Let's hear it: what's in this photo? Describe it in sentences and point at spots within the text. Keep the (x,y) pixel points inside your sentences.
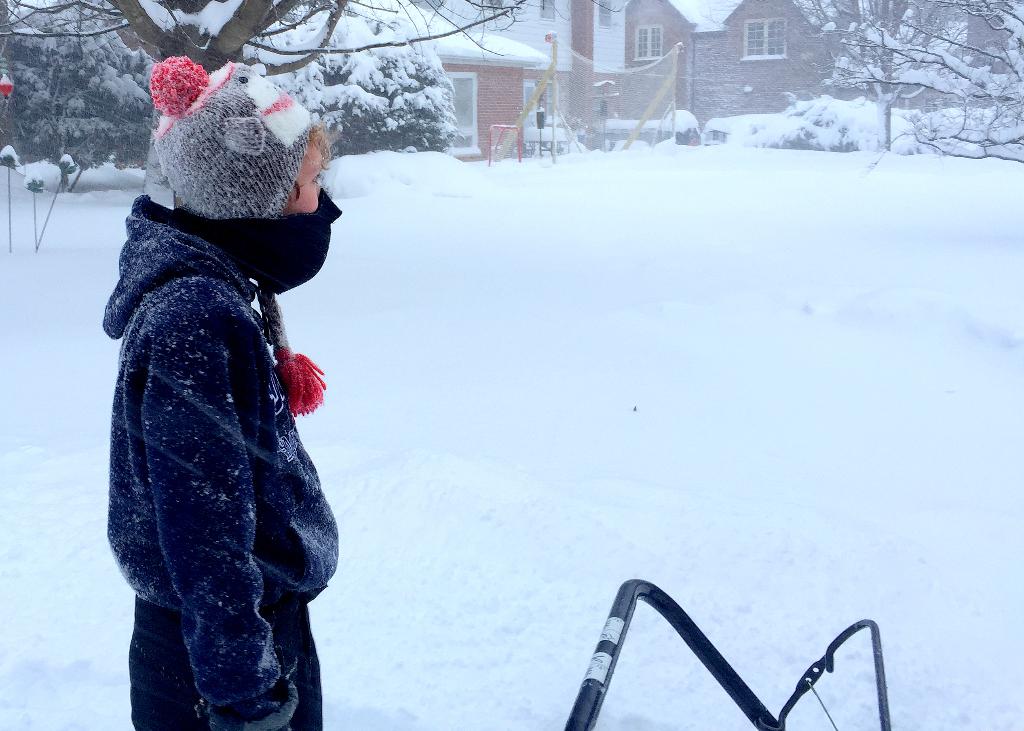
In this image I can see the person (238,413) standing and the person (212,457) is wearing blue color dress (203,449). In the background (400,87) I can see few trees (374,138) covered with snow (756,149) and few buildings (818,58).
